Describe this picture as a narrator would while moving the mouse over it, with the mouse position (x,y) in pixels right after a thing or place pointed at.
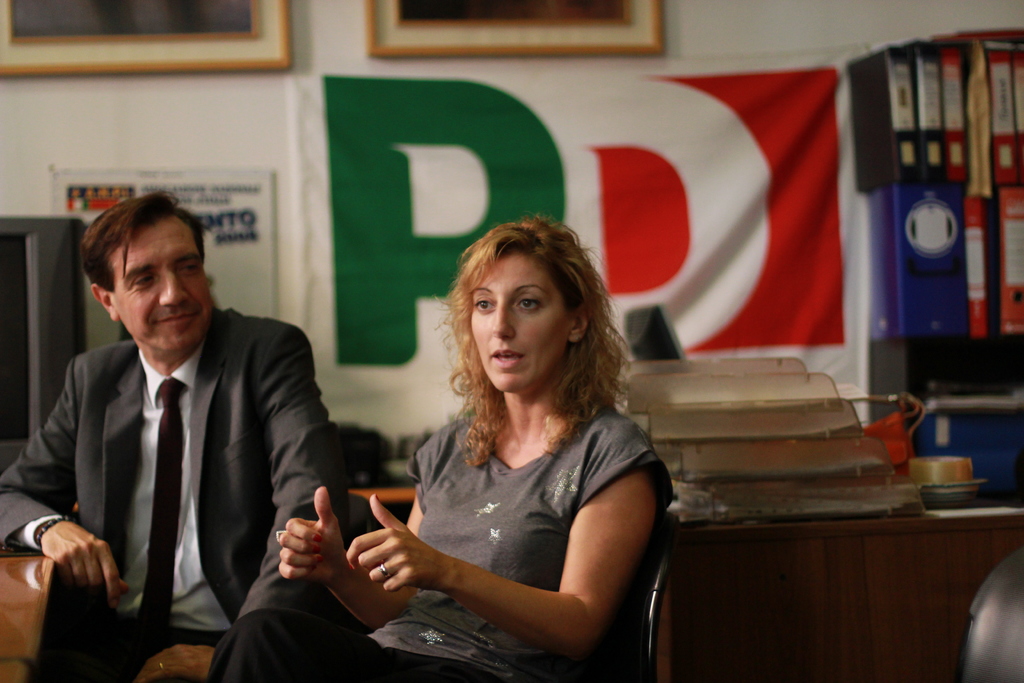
In this image I can see two people (268,531) with black, ash, white and brown color dresses (248,487). These people (272,458) are sitting on the chairs (633,621). To the side I can see the books (871,463) and some objects (777,455) on the table (882,516). In the background (633,296) I can see the boards (152,51), banners (550,214) and files (938,201).
